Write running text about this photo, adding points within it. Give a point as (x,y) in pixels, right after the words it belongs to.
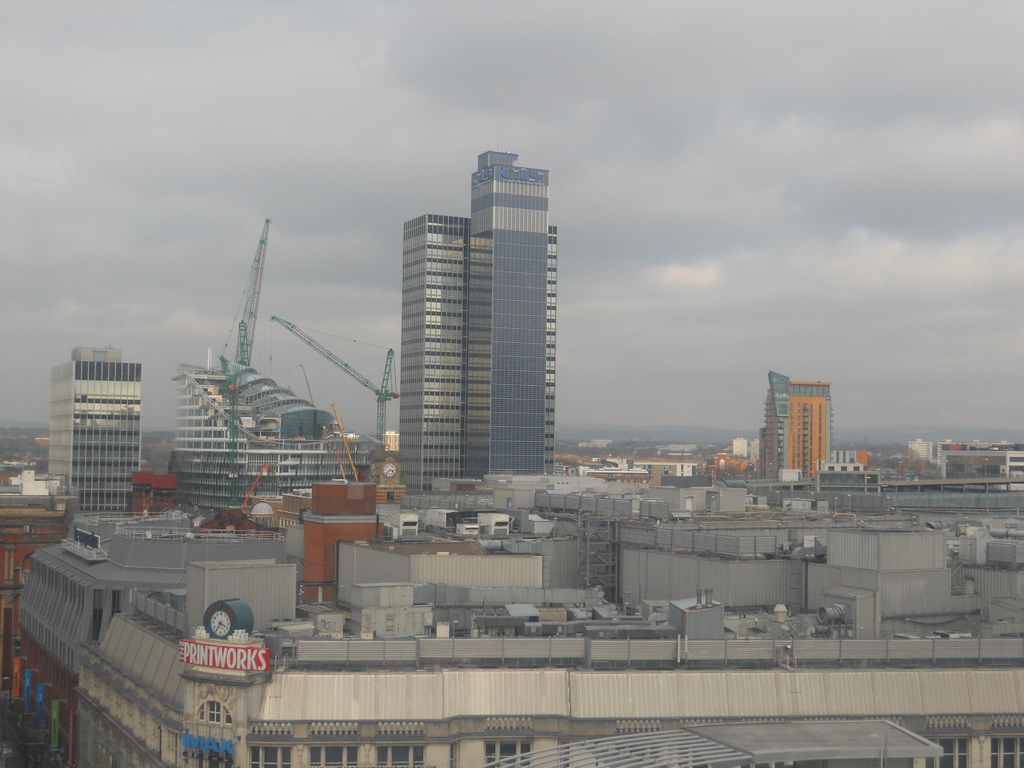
In this picture I can see the buildings (396,569). I can see the tower buildings (497,255). I can see the tower cranes (253,308). I can see clouds (609,85) in the sky (587,108).
